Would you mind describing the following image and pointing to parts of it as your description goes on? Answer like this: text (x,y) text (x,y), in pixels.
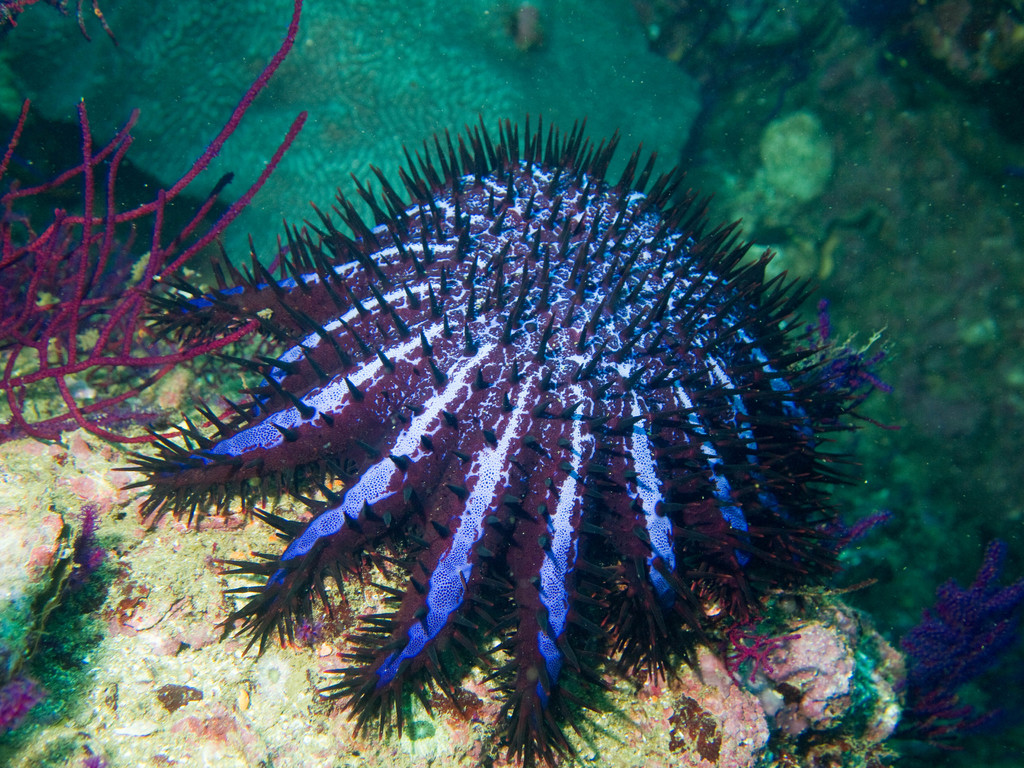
In this image we can see there is a starfish (549,360) in the water (749,258).
